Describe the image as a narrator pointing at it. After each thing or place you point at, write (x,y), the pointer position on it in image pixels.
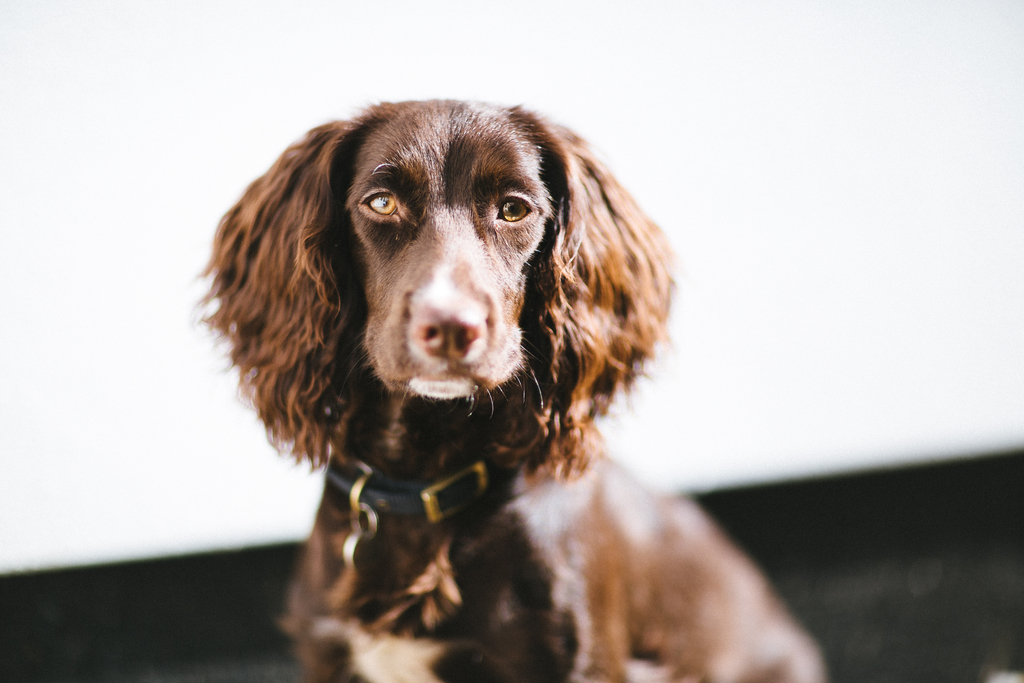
This is the dog (486,562), which is brown in color. I can see a belt (393,508) around its neck (459,415). The background (866,585) looks white and black in color.
